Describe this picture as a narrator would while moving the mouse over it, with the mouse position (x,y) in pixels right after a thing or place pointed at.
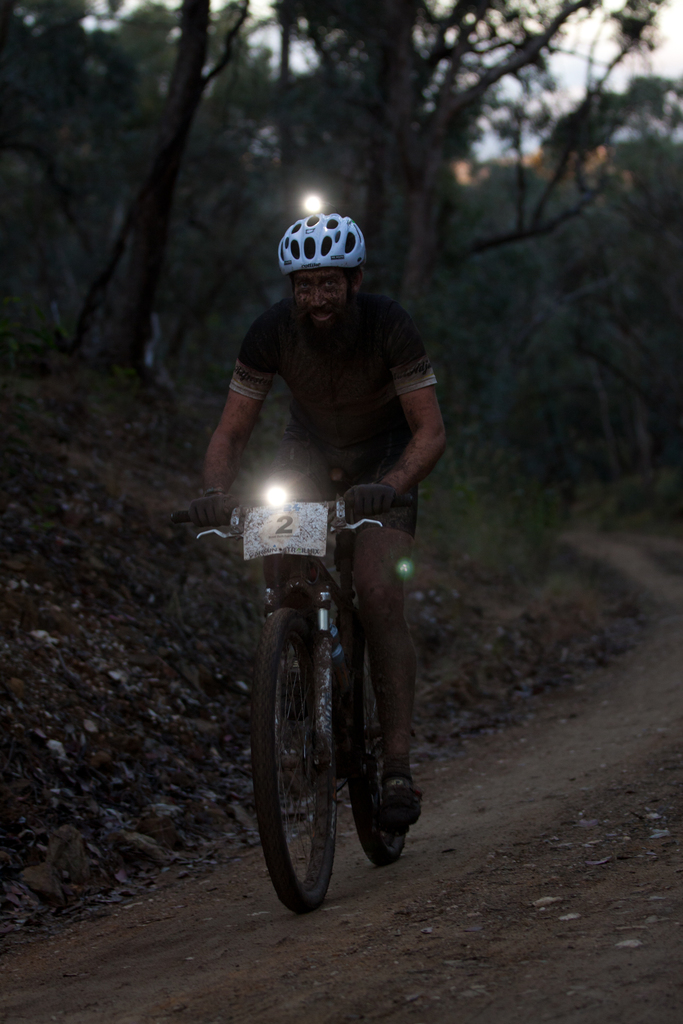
There is a man (336,462) riding bicycle (240,519) and wore helmet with light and we can see board (315,530) and light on bicycle (325,628). In the background (276,36) we can see trees (110,212), grass (524,528) and sky (535,82).
